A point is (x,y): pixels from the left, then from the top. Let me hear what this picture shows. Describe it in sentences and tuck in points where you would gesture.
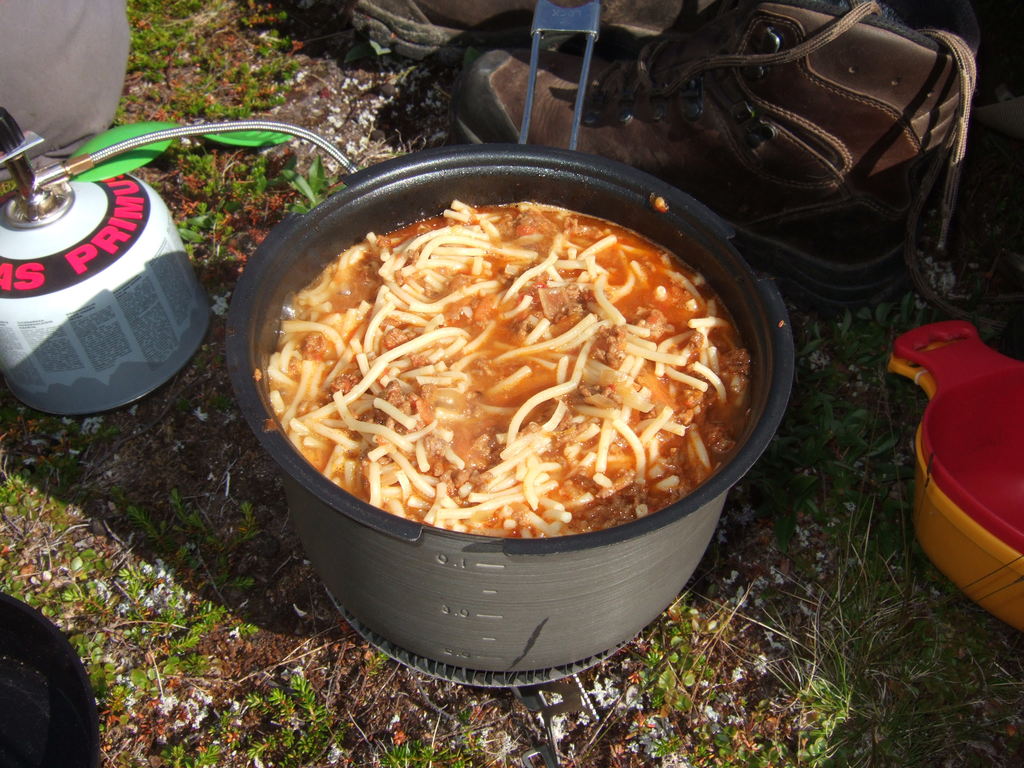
In this image we can see a food item (556,499) in a vessel (427,572). To the left side of the image (32,283) there is a gas cylinder (57,290). To the right side of the image (957,418) there is a plastic box (946,425). In the background of the image (708,164) there is a shoe (778,138). At the bottom of the image (404,705) there is grass (809,732) and soil (382,709).
